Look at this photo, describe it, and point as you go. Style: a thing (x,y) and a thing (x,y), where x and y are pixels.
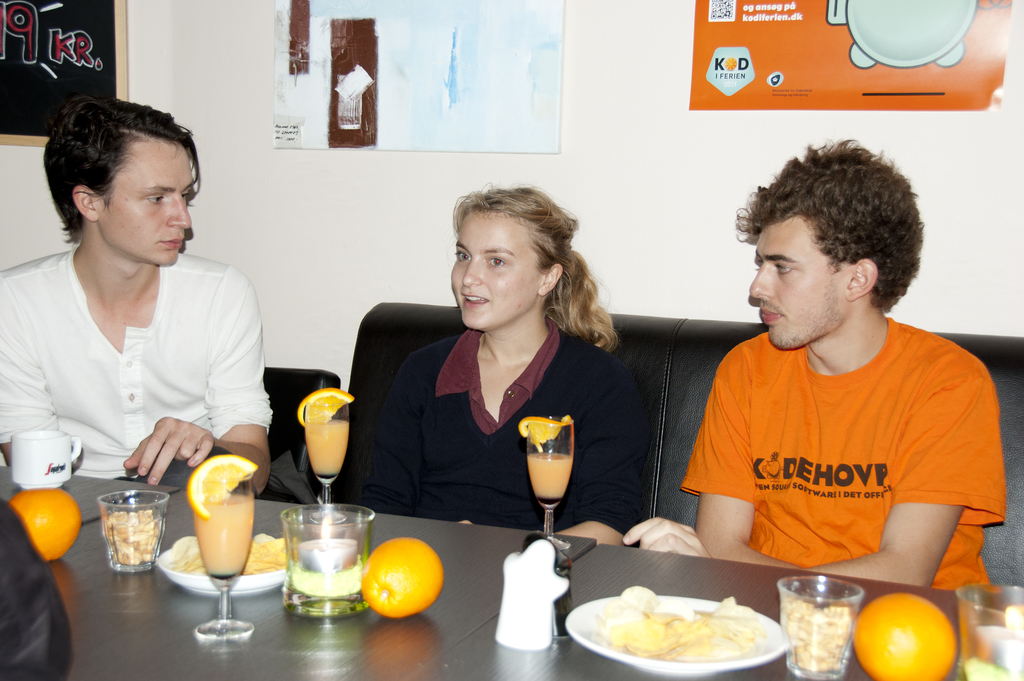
In the image we can see two men (800,518) and a woman (493,388), they are wearing clothes (495,453) and they are sitting on the sofa (367,442). This is a sofa (660,375) and a table (417,644). On the table (445,641), we can see the plates (587,633), oranges (874,662), glass (122,549), wine glasses (206,552) and on it there is a slice of orange (197,479) and food (671,626) on a plate (662,620). This is a wall (439,187) and posters (538,71) are stick to the wall (624,102).
